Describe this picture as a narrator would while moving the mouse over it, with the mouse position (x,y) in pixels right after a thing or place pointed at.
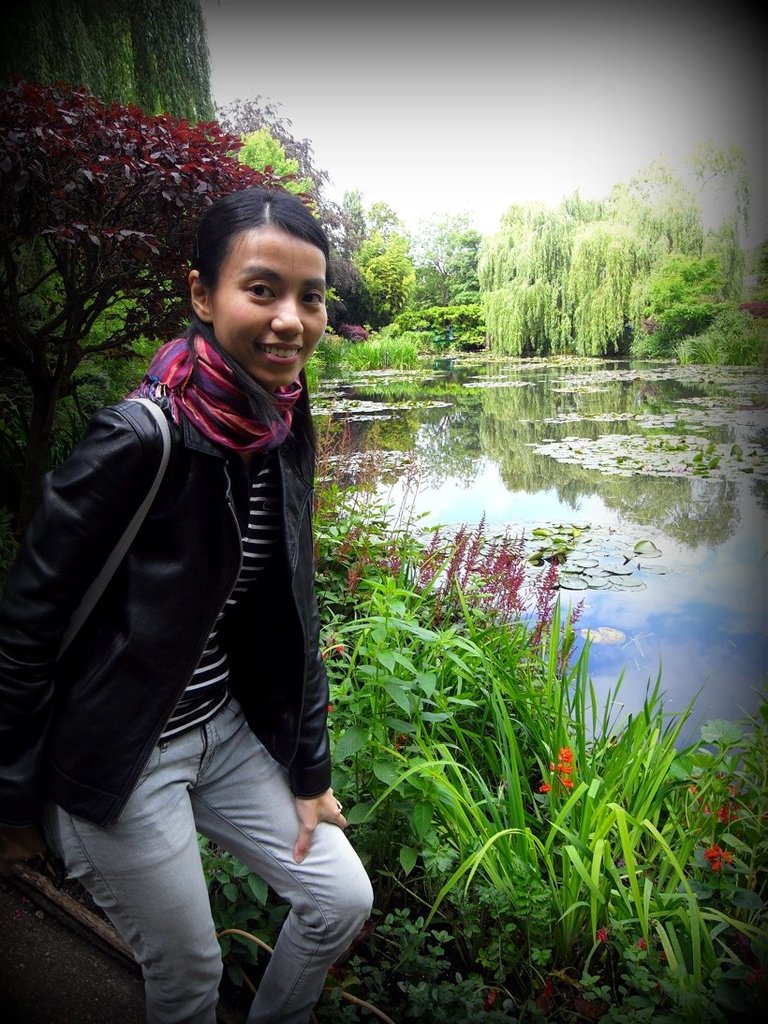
In this image, we can see a person (200,885). We can see some plants (492,582), trees (602,272). We can see some water (535,605) with some objects (340,461). We can also see the sky (443,199) and the reflection (481,372) of trees (602,285) is seen in the water (612,490).
